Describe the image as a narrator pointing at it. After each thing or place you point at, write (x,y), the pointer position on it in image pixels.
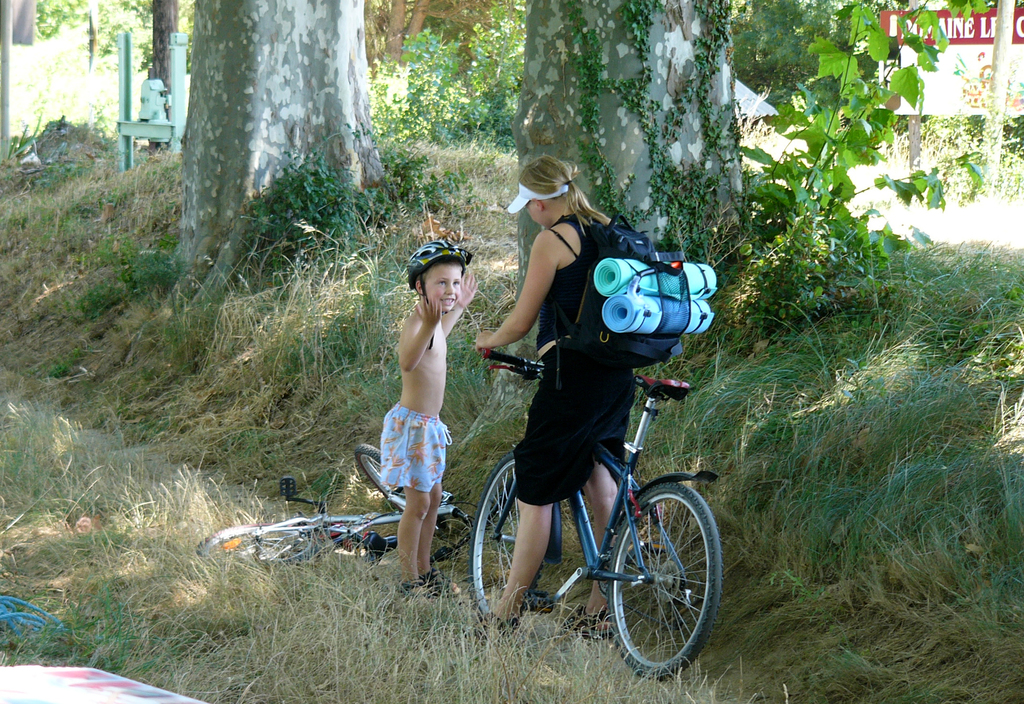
This picture shows a women (548,524) on a bicycle (646,583) and the another boy (453,259) who is wearing a helmet (414,270) and there is another bicycle (238,540) on the ground (267,468) and in the background (281,196) there are trees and grass (126,607).
